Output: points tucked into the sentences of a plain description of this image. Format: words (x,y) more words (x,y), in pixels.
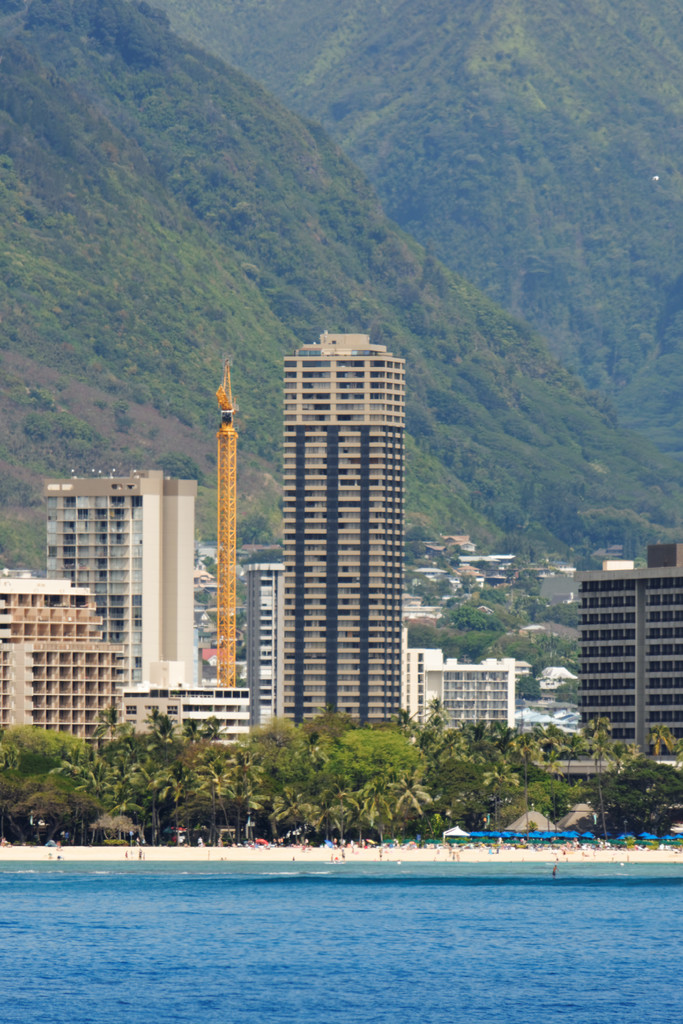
In this image I can see water (339,961) in the front (315,944). In the background (565,797) I can see number of trees (359,754), number of buildings (304,668) and mountains (231,232).
